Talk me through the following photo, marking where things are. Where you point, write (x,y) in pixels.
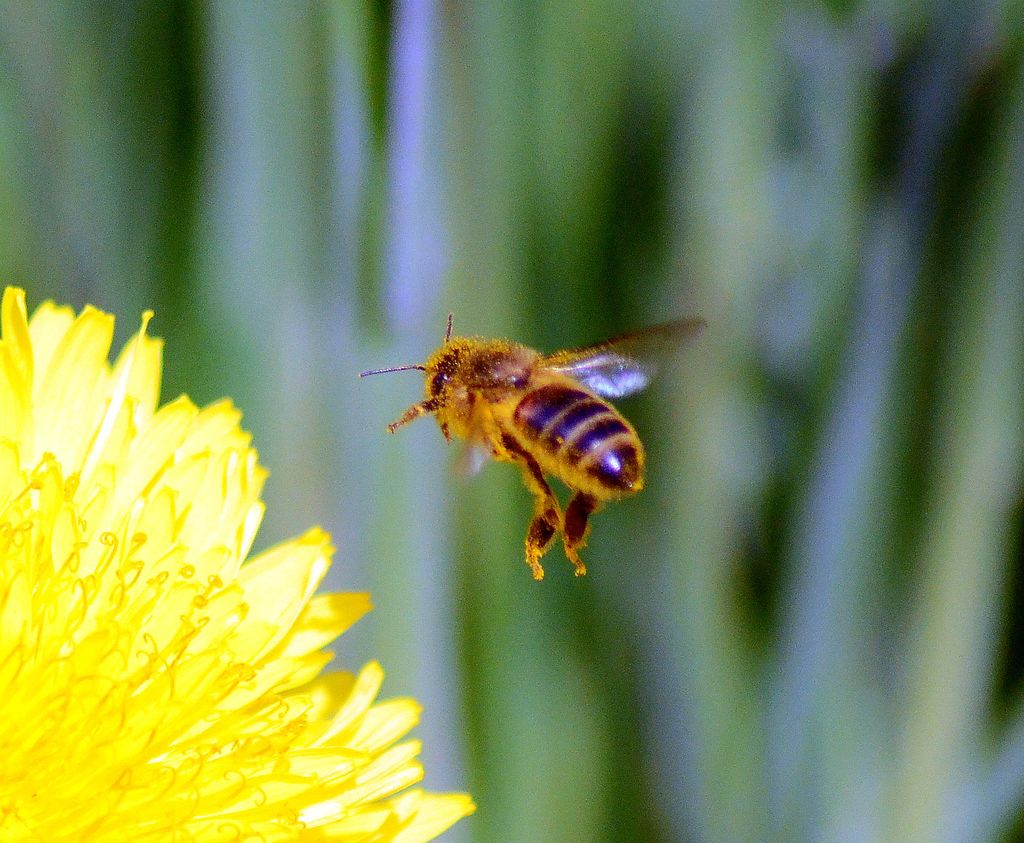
In this image on the left side (91,553) there is one flower (199,599) and in the center (540,427) there is one bee (568,460), and in the background (729,177) there are some plants (700,222).
